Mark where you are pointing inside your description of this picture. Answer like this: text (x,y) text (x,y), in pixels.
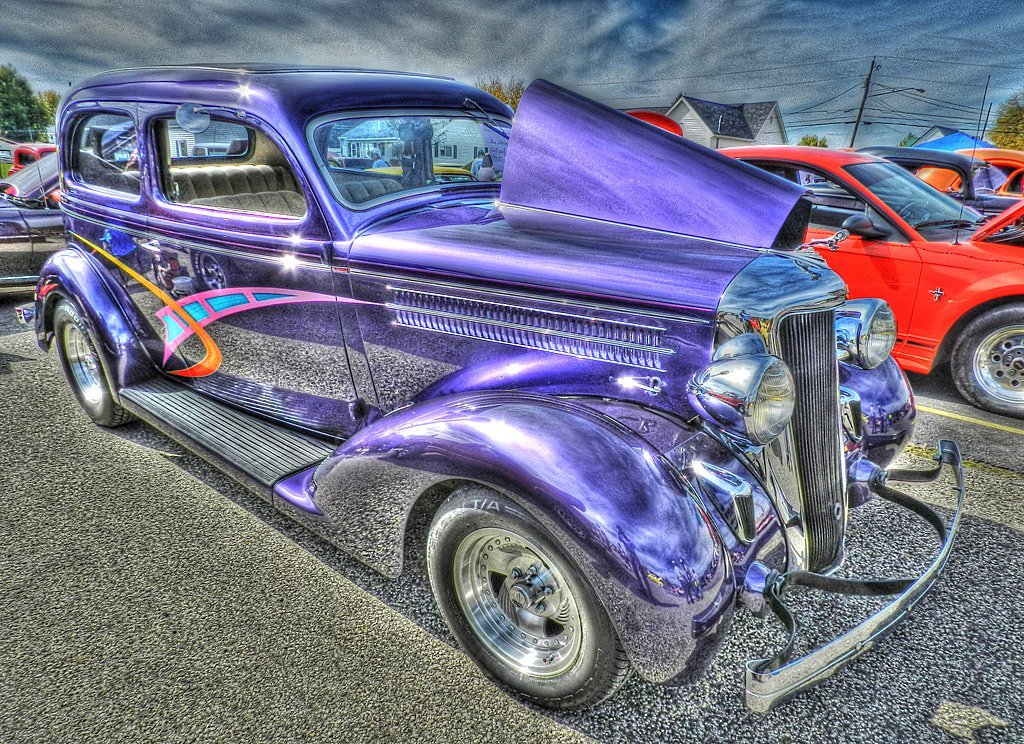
This is an animated image. In this image we can see vehicles (513,232) on the road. In the back (845,86) there are trees (18,80), buildings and electric poles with wires (848,110). In the background (881,81) there is sky (550,49) with clouds (809,31).
